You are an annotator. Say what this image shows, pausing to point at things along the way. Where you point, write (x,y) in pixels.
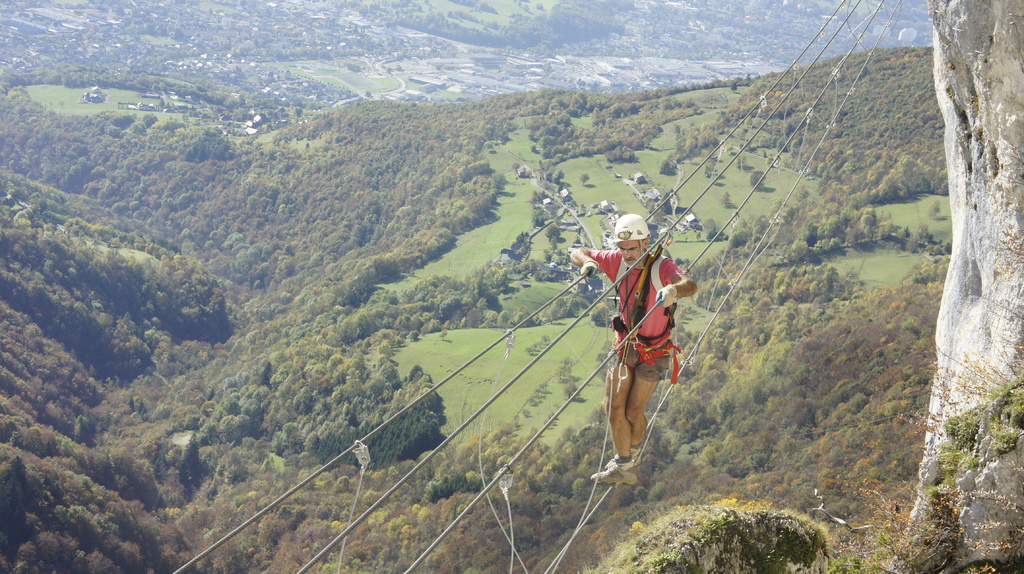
The man (638,343) in the middle of the picture (632,285) wearing red T-shirt (648,302) and white helmet (642,236) is either abseiling or rope walking. In the background (351,337), there are many trees (370,242). On the right side (959,374), we see a rock (978,355).
